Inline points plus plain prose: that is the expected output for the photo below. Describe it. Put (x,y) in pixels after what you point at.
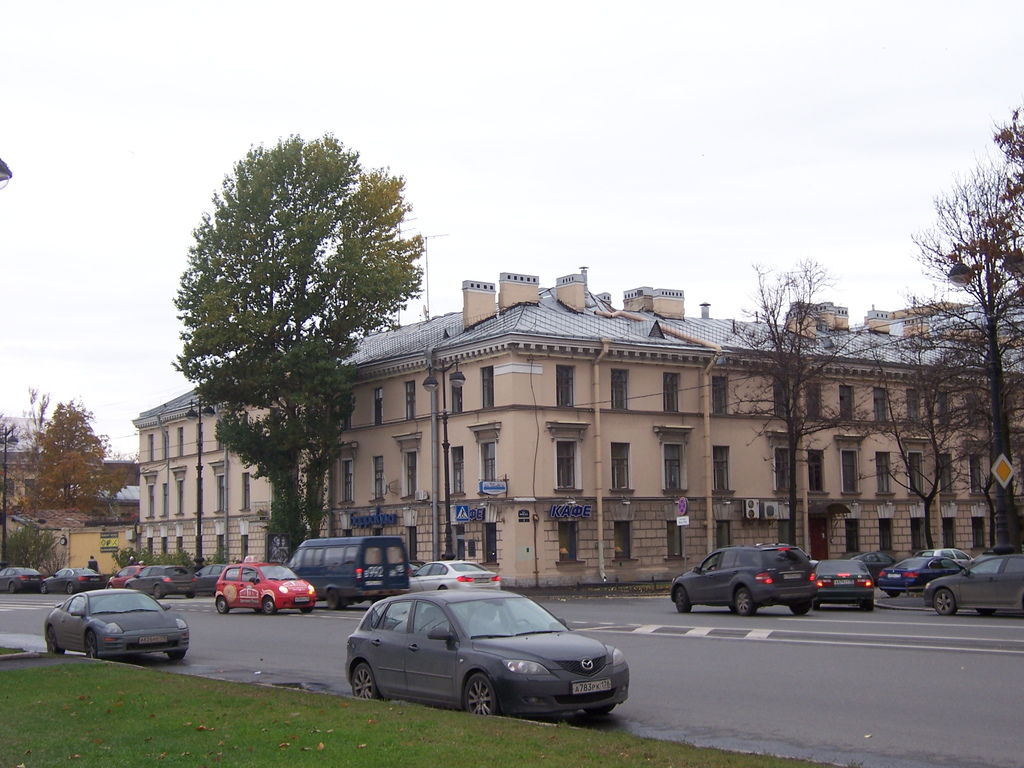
In the image in the center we can see few vehicles (92,645) on the road (250,680). In the background (506,156) we can see the sky (514,199), clouds (424,151), buildings (868,427), windows (564,390), poles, trees (261,213), sign board (477,510) and grass (110,670).
